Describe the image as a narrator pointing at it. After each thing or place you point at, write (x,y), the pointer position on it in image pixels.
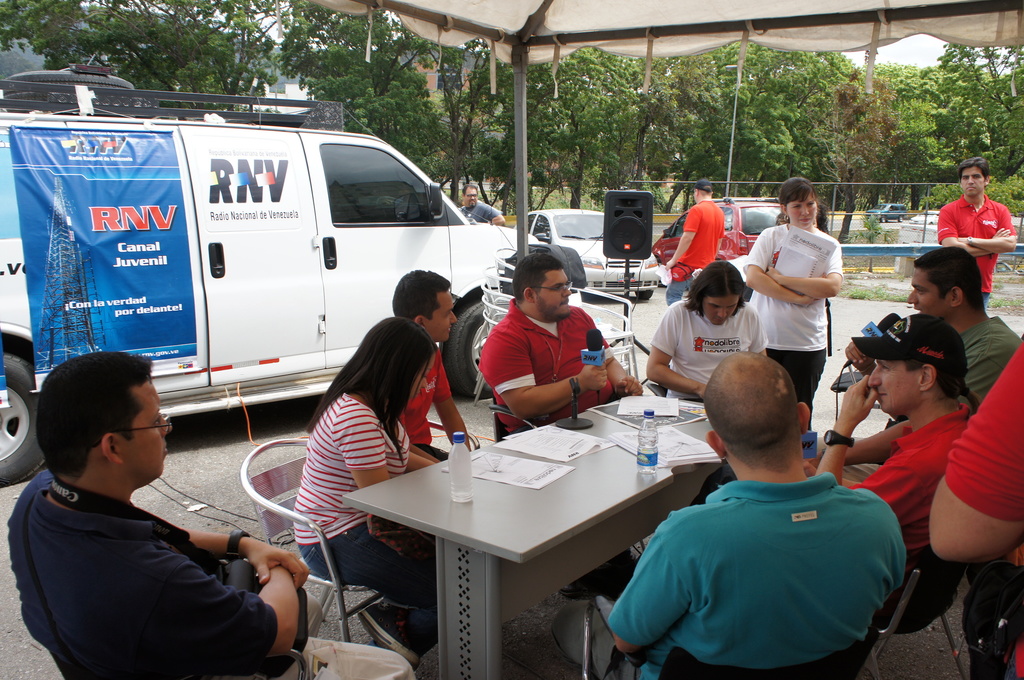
In this image i can see a group of people (392,394) are sitting on a chair (673,673) in front of a table (627,464). On the table (564,494) we have some objects (529,453) on it. i can also see there is a vehicle (309,162) on the road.
